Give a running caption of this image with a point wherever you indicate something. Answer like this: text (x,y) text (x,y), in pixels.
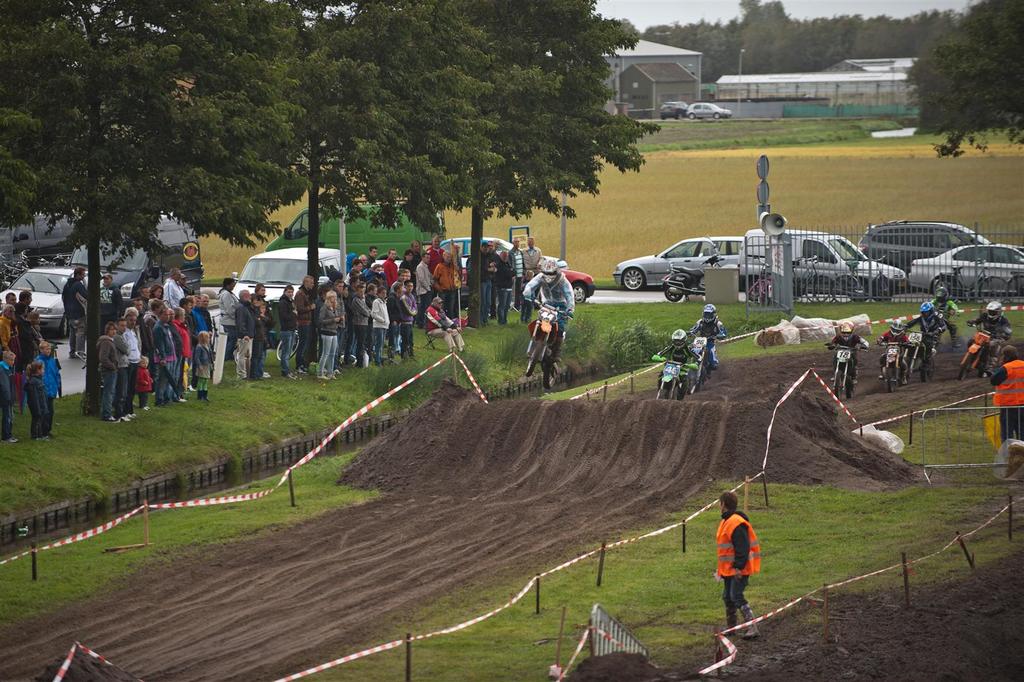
In this image we can see that it is a motocross game in which there are so many motorbikes (682,370) which are riding on the sand (746,387). Beside them there are so many spectators (408,315) who are watching them. ON the left side (315,138) top there are trees (223,87). In the background (808,250) there is a fence (867,263). Behind the fence (857,256) there are cars (812,240). On the right side (757,75) top there are buildings (669,90) and trees (829,39). In front of the buildings (682,85) there are cars (677,114). On the right side (740,560) bottom there are two security officers (749,540) who are the orange colour jackets (725,565) are standing on the ground (897,521).
